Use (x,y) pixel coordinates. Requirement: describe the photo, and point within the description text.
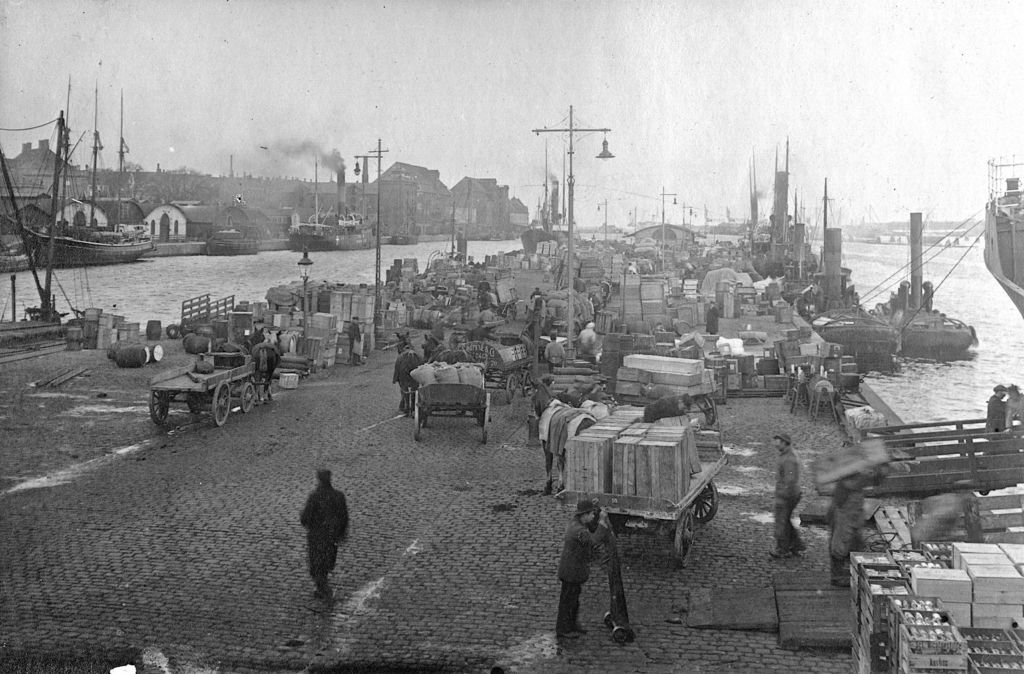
This is a black and white picture. There are carts (689,491), horses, poles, boxes (667,441), and few persons (1019,397). This is water (994,373). In the background (17,158) we can see houses (209,229), smoke (326,169), and sky (386,109).
